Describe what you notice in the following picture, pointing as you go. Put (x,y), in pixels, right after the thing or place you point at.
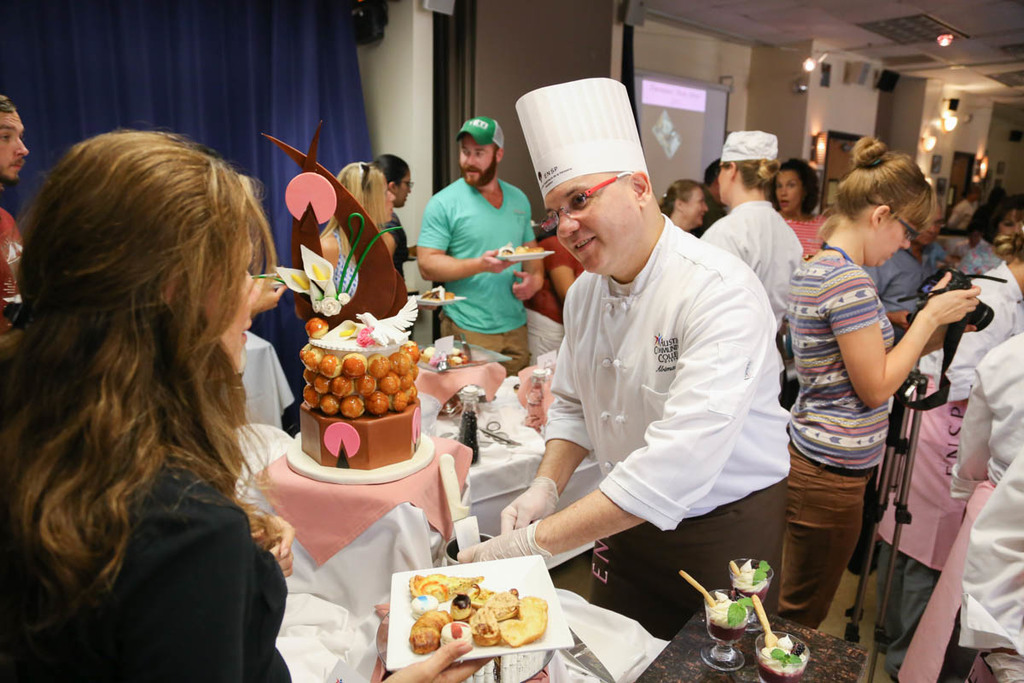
In this image, we can see a few people (750,444). We can see some tables (370,536) covered with a cloth (417,484) and some food items (460,640) are placed. We can see the curtain (290,83). We can see some doors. We can see the wall (918,97) with some objects (883,79). We can see some lights (945,118). We can see the roof (900,24). We can see a projector screen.
